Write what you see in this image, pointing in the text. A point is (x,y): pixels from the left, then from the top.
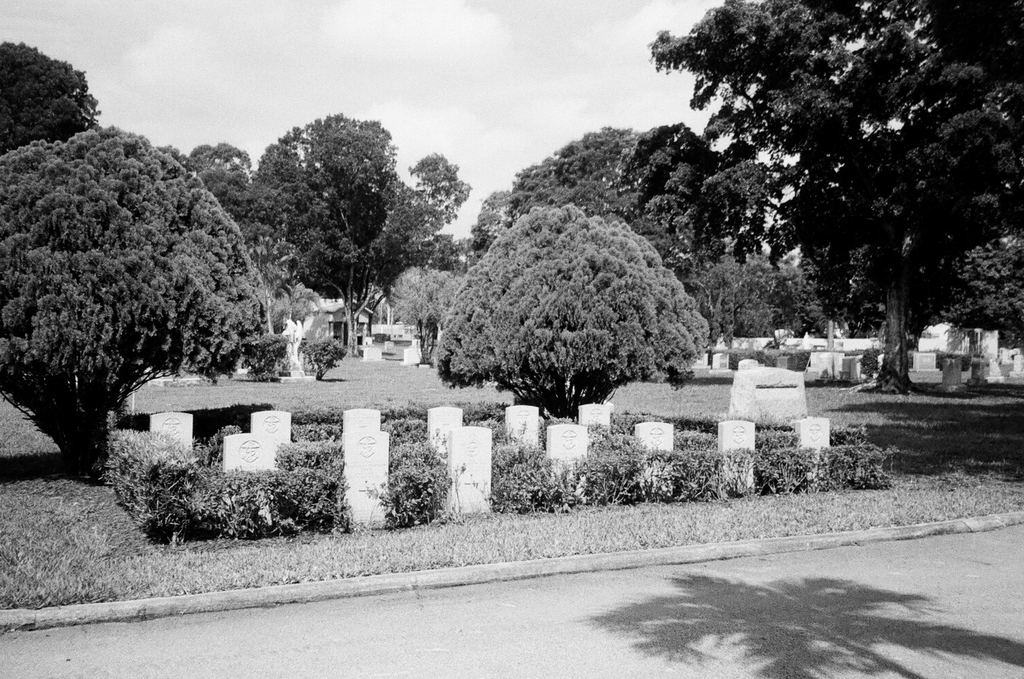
In this image we can see a graveyard (370,391), with some graves (814,354), plants (587,279), trees (625,299), grass (124,553), also we can see the sky (543,84).
